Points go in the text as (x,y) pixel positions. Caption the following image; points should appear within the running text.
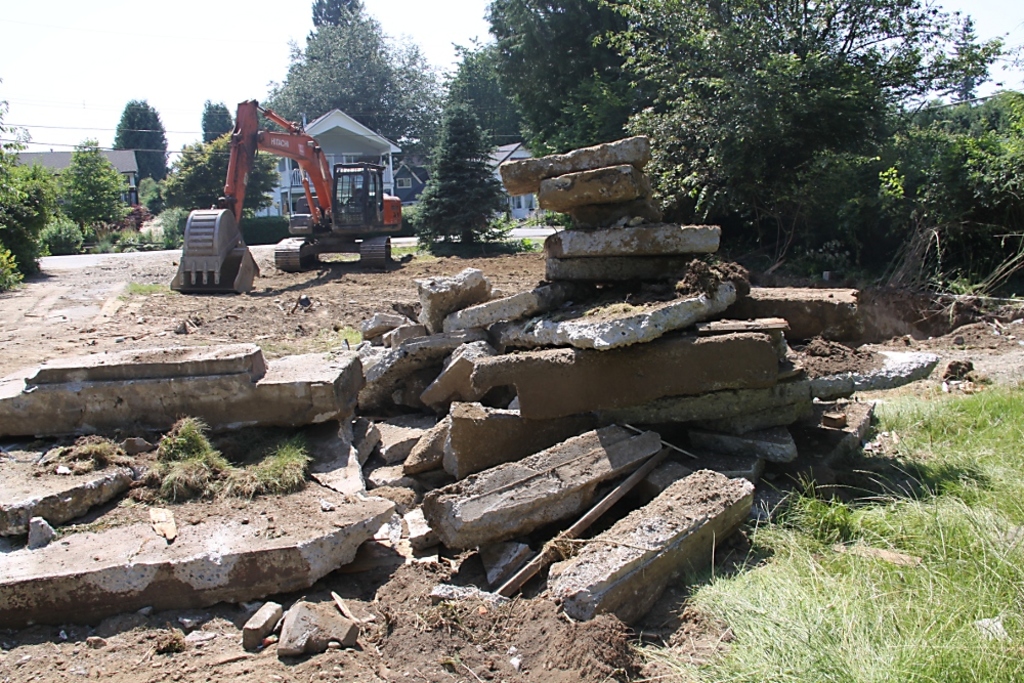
In the bottom right corner of the image (787,529) we can see grass (765,569). In the middle of the image (498,367) we can see some stones (290,509). Behind the stones (438,512) we can see a excavator (250,120). Behind the excavator (259,109) there are some trees (449,111) and buildings (21,152). At the top of the image (14,59) there is sky (2,38).
